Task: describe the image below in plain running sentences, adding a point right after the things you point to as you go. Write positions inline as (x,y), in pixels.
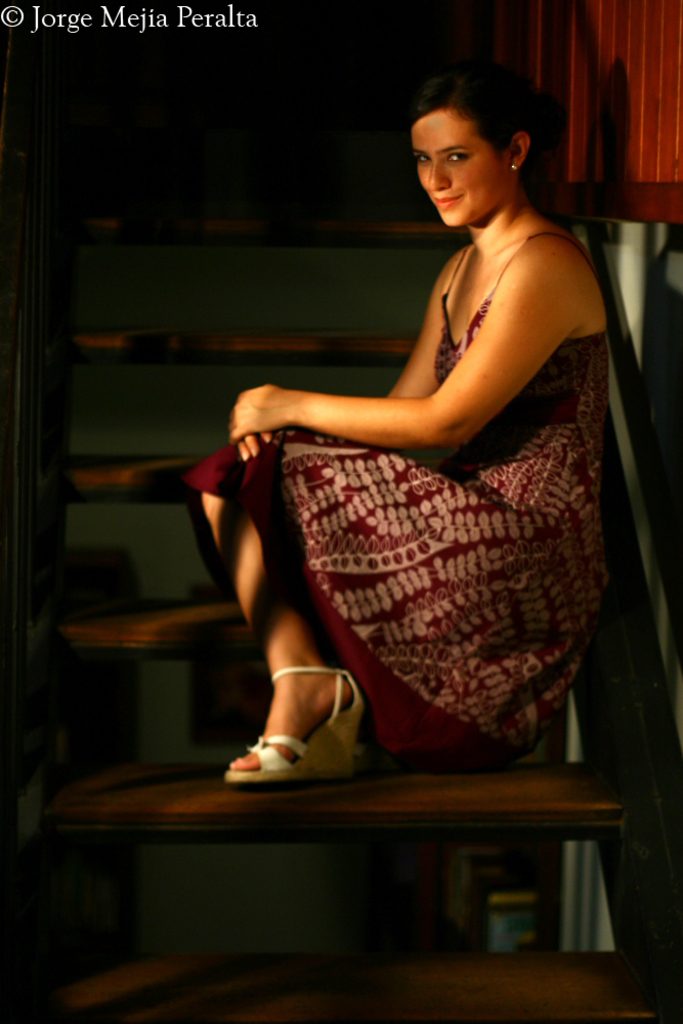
In this image I can see a woman (546,447) sitting on the stairs (419,225), smiling and giving pose for the picture. The background (291,35) is dark. In the top left-hand corner (56,15) there is some text (88,22).
